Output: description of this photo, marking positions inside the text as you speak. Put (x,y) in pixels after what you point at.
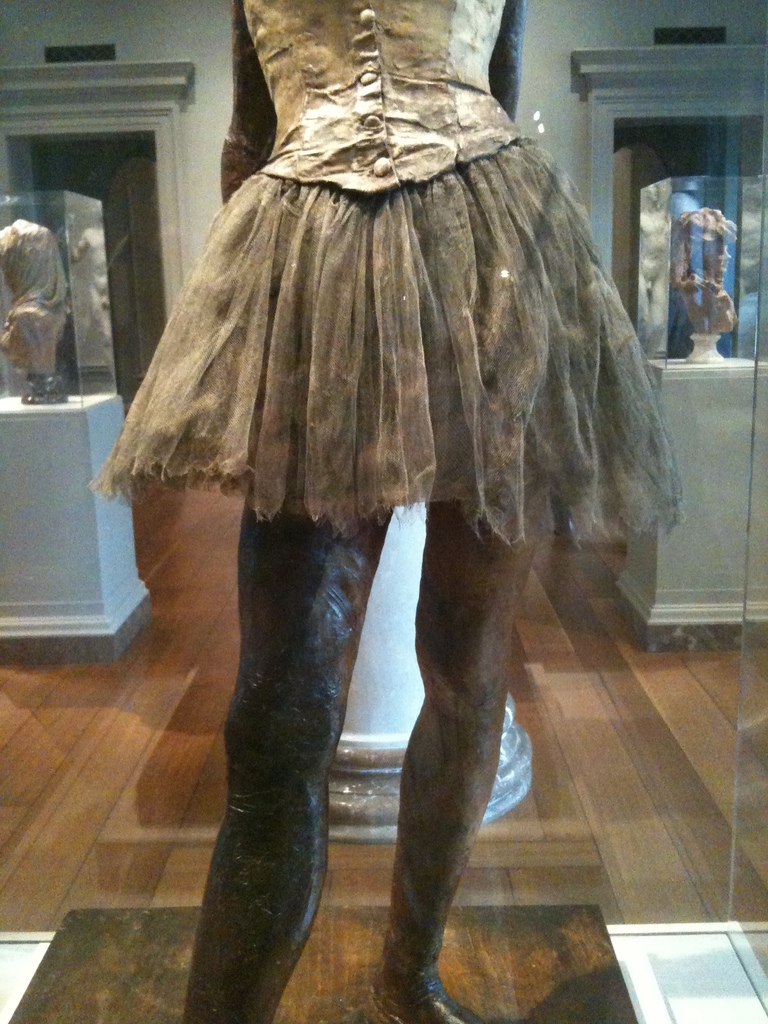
In this image, we can see a statue (399,938), floor (620,843) and glass object (749,754). In the background (744,214), we can see glass boxes (756,206) and wall (181,206). Through the glass boxes (73,363), we can see sculptures (63,322).
